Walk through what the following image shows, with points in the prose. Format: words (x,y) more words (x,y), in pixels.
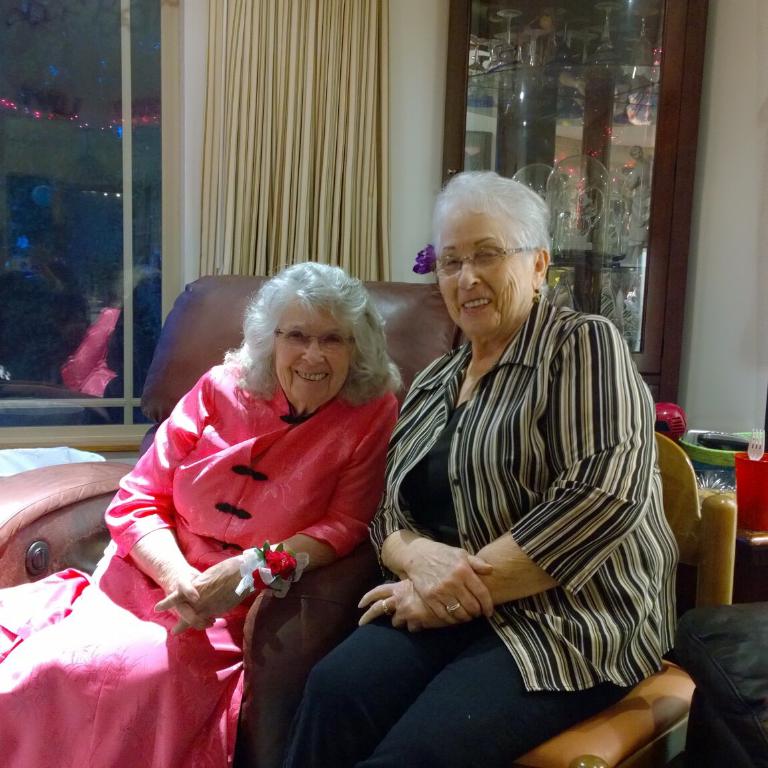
In this image there is a woman (0,709) sitting in the chair (595,765), another woman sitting in the chair (665,724) and at the back ground (686,231) there is a cupboard (698,47) with some items (507,14) and a curtain (222,127) and a window (136,57).
